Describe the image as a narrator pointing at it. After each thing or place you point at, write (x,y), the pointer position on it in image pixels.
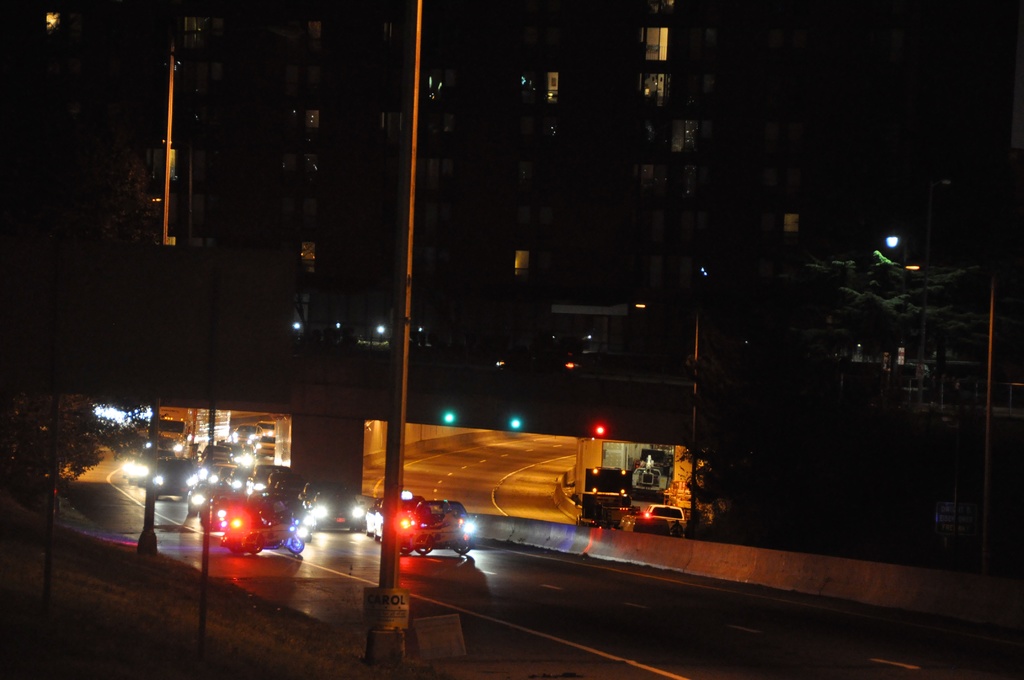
In this picture I can see at the bottom (193,484) few vehicles (413,505) are moving on the road (467,497), in the background (537,340) there are buildings (603,236).
